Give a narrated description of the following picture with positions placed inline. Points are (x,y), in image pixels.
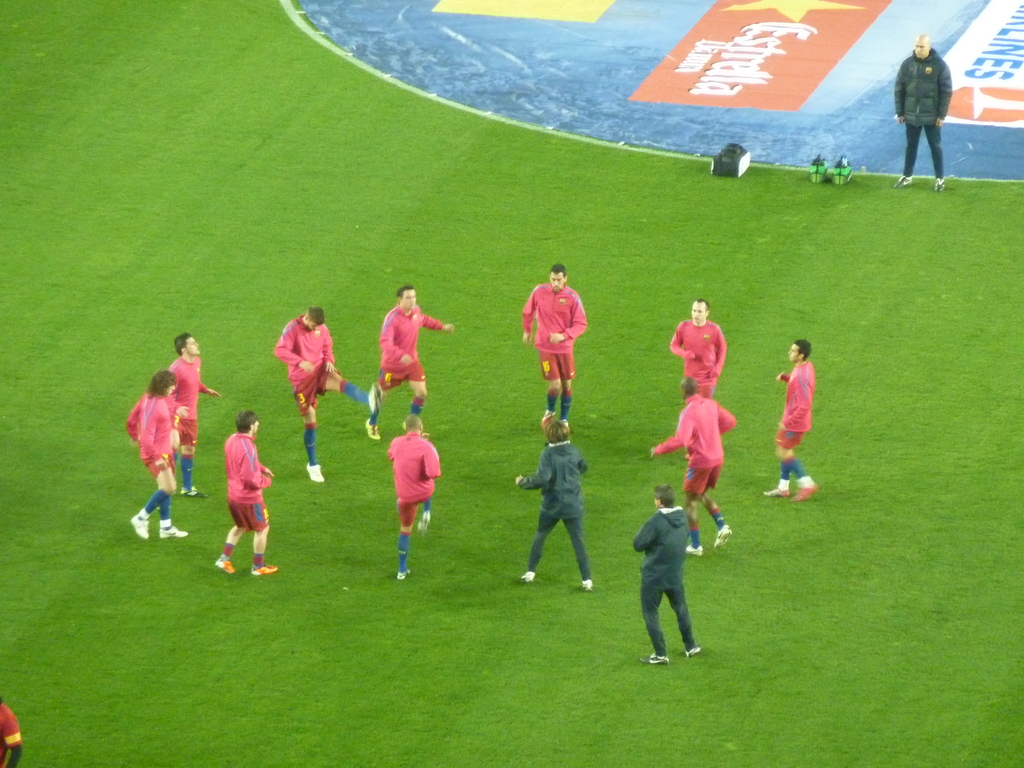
In this image we can see a few people (432,465), there is a bag (727,167) on the ground (877,285), also we can see the painting (738,72) and the text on the ground (523,363).
